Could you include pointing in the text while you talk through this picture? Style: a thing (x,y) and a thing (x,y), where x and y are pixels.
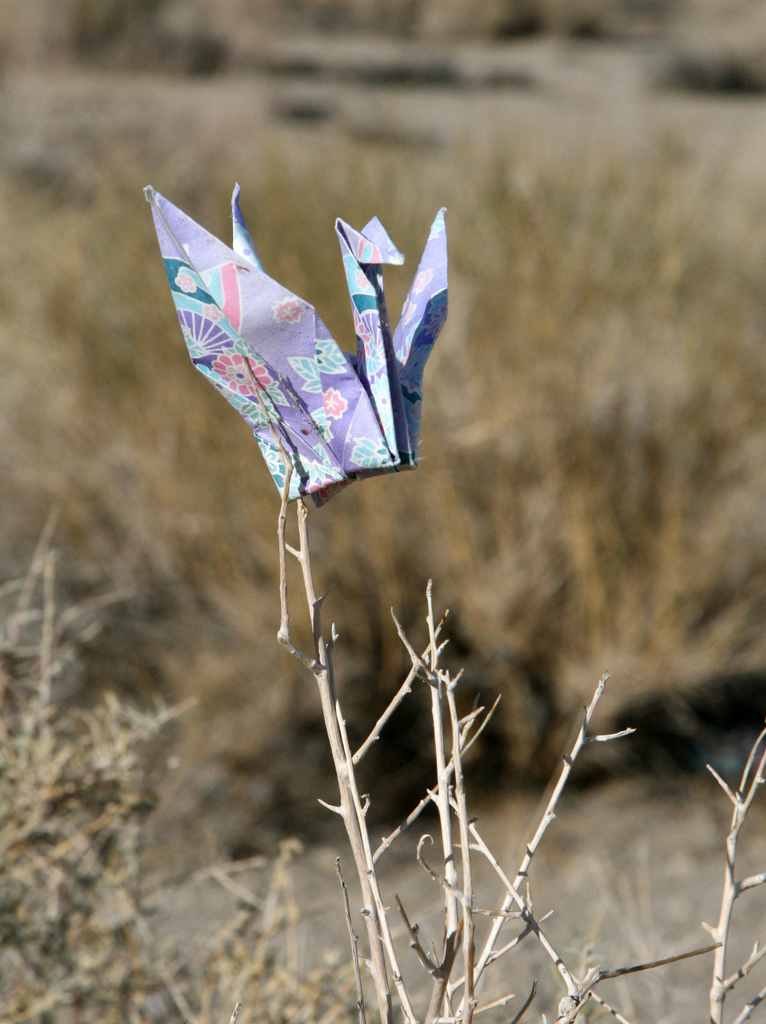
In this picture, there is a dried plant (314,601) at the bottom (352,788). In the center (383,416), there is a paper art (414,331) stuck to the plant (370,900). In the background (536,233), there are dried plants (462,465).
